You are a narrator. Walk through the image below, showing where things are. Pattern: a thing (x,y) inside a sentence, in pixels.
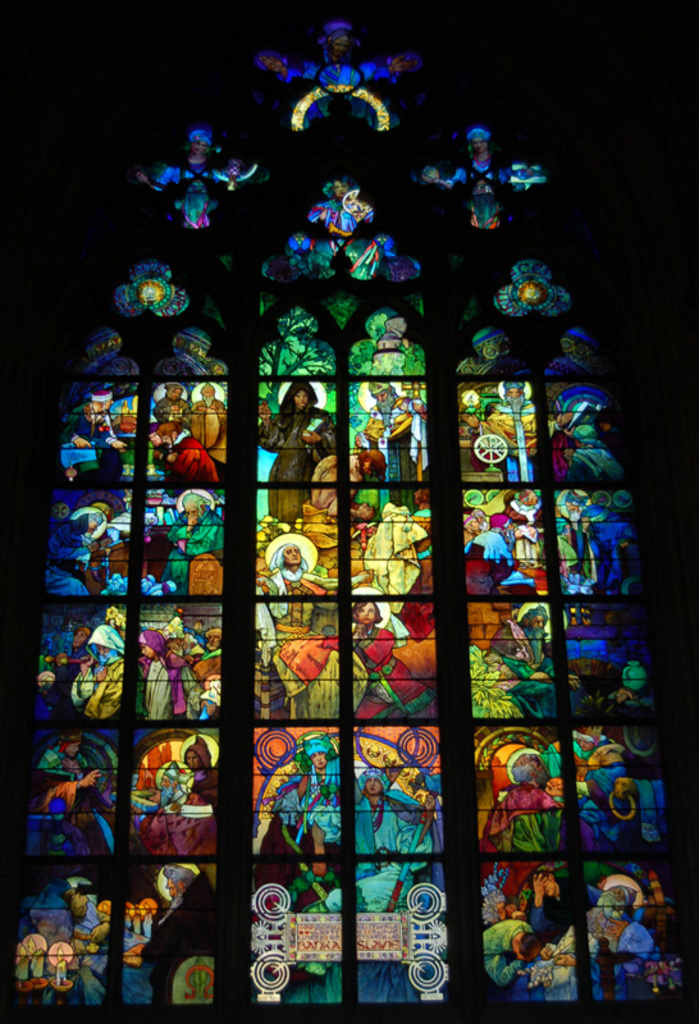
It is a glass wall (403,792), there are different images (363,808) of different persons (409,798) on this.
